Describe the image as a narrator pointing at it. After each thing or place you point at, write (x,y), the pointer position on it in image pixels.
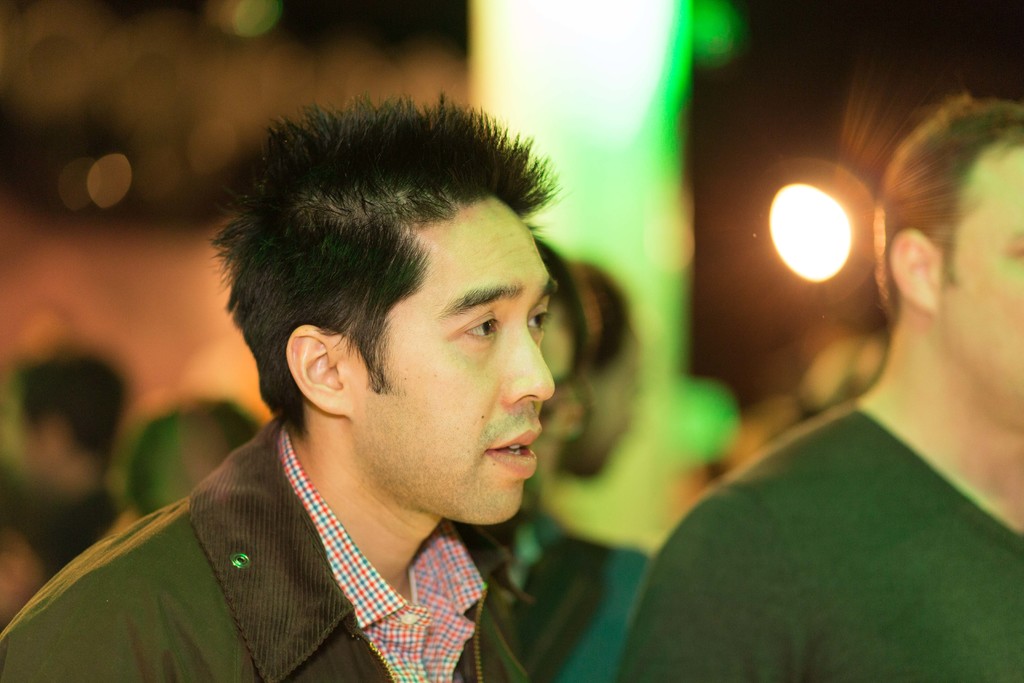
In this picture there are group of people (431,426) and in the foreground (245,626) there is a person (377,387) with jacket (247,609). At the back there are lights (634,176) and at the back (550,203) the image is blurry.
